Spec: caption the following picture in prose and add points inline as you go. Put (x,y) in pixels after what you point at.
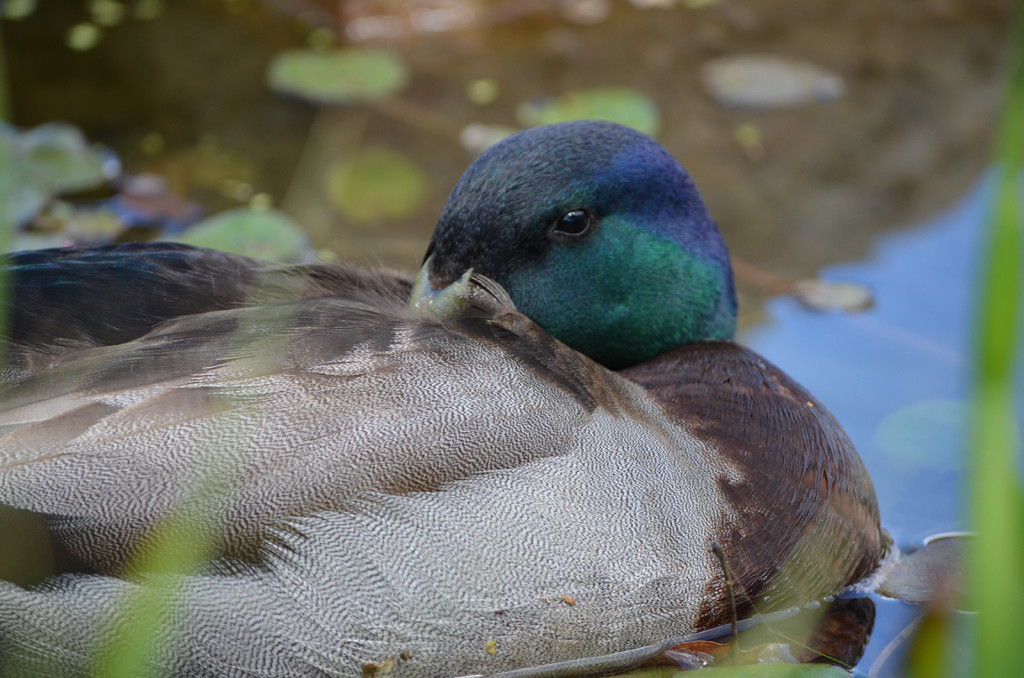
In this picture we can see a bird (490,393) and the bird (507,349) is called as a "Mallard". Behind the bird (216,348) there is water (300,123) and blurred background (113,131).
